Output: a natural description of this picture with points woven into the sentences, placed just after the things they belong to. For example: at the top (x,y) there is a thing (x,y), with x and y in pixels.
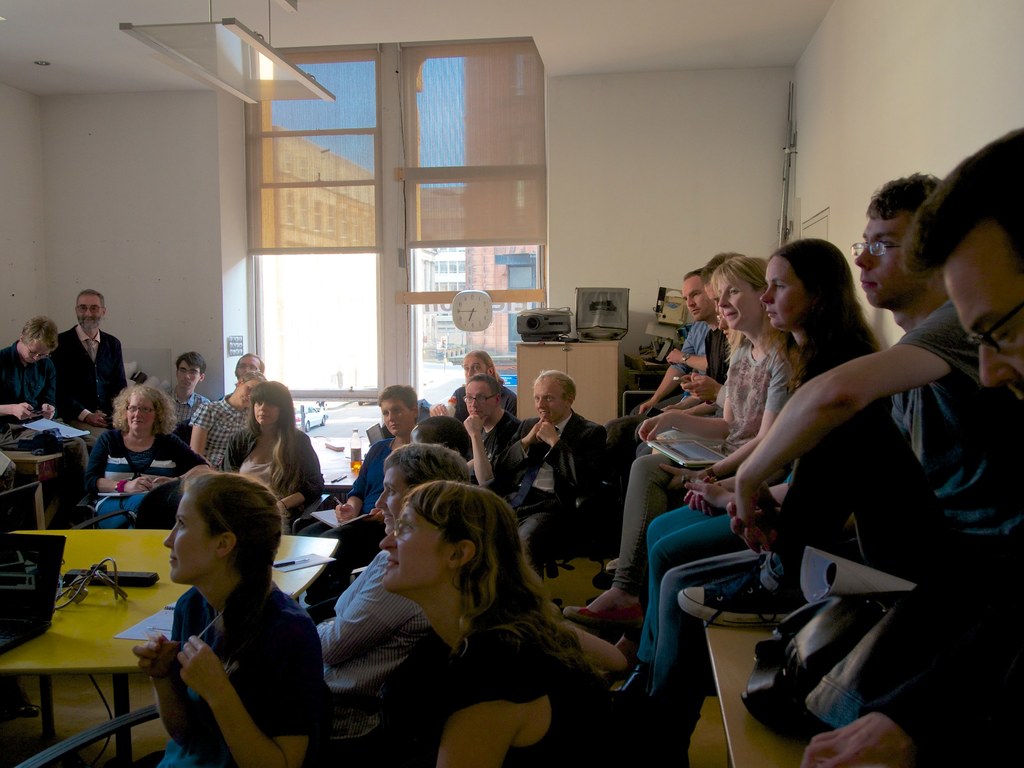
In this image we can see a group of persons (873,532) sitting on the chairs (560,541). On the left side (13,596) there is a table (26,665), laptop (37,597) and plug box (100,586). In the background (374,296) there is a building (433,314), door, clock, projector (553,332), car (318,412), buildings (513,340) and sky (420,116).
